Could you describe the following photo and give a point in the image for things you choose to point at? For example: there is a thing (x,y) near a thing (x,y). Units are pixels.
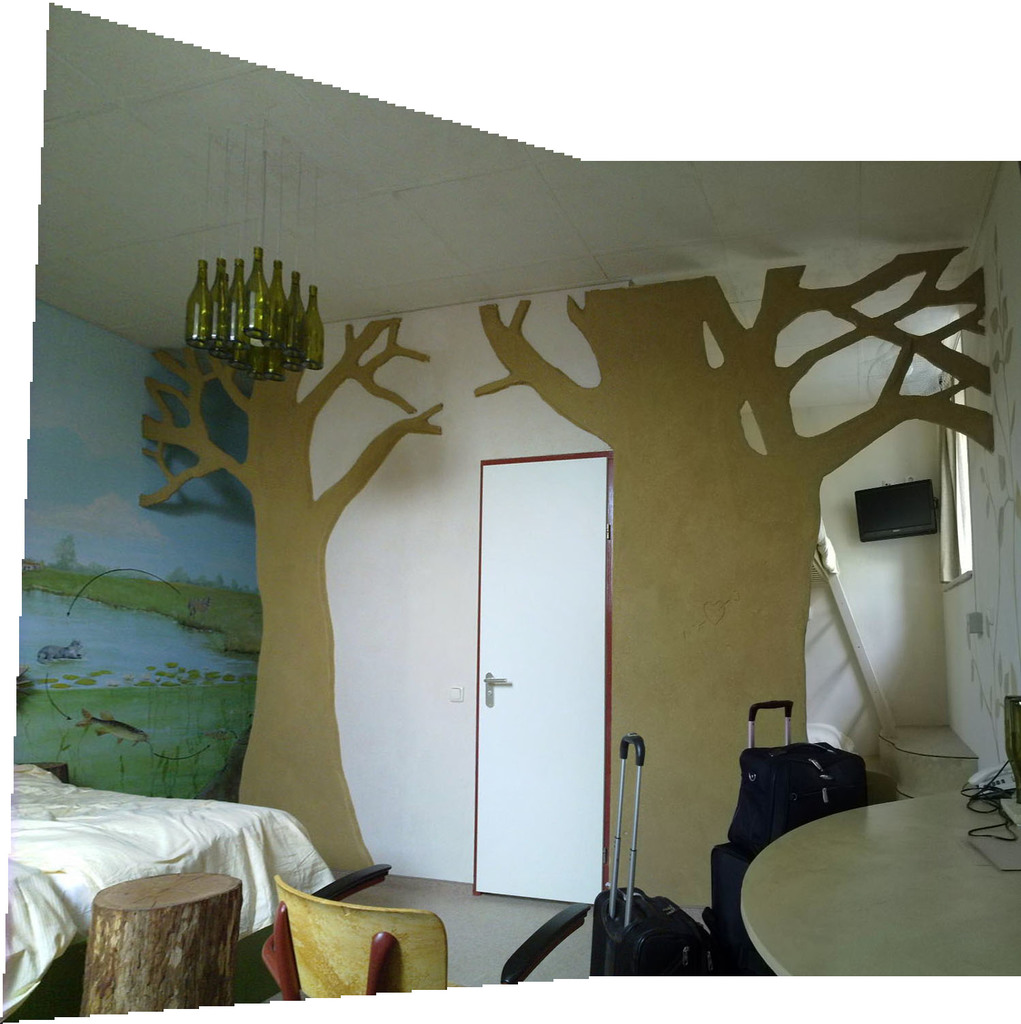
This picture is clicked inside the room (254,642). In the right bottom of the picture (895,889), we see a table (936,834) on which cables (990,802) are placed. Beside that, we see suitcases (662,931) which are in black color and beside that, we see the wood (193,943) and a chair (278,943). Beside that, we see a bed (109,847) with white colored bed sheet (155,818). Beside that, we see a colorful painted wall (139,625) and we even see a white wall (422,667) and a white door (553,625). At the top of the picture (224,285), we see the glass bottles (248,319) hanged and we even see the roof (245,228) of the room (266,385). On the right corner of the picture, we see a window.
